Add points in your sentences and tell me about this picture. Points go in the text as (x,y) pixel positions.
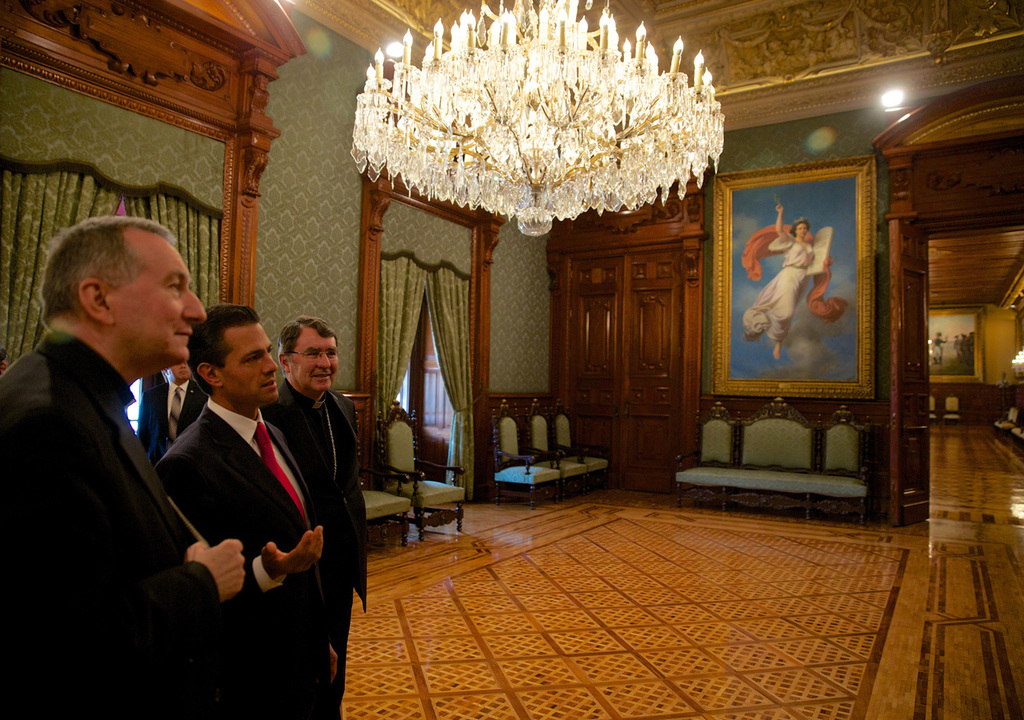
In this picture there are three persons (289,409) who are wearing suit (193,564). On the top (646,86) there is a chandelier (627,142). Here we can see photo frame (759,330) near to the door (643,371). In the background (418,504) we can chairs (530,427), floor (1002,569), door cloth (447,364) near to the door (438,397).
